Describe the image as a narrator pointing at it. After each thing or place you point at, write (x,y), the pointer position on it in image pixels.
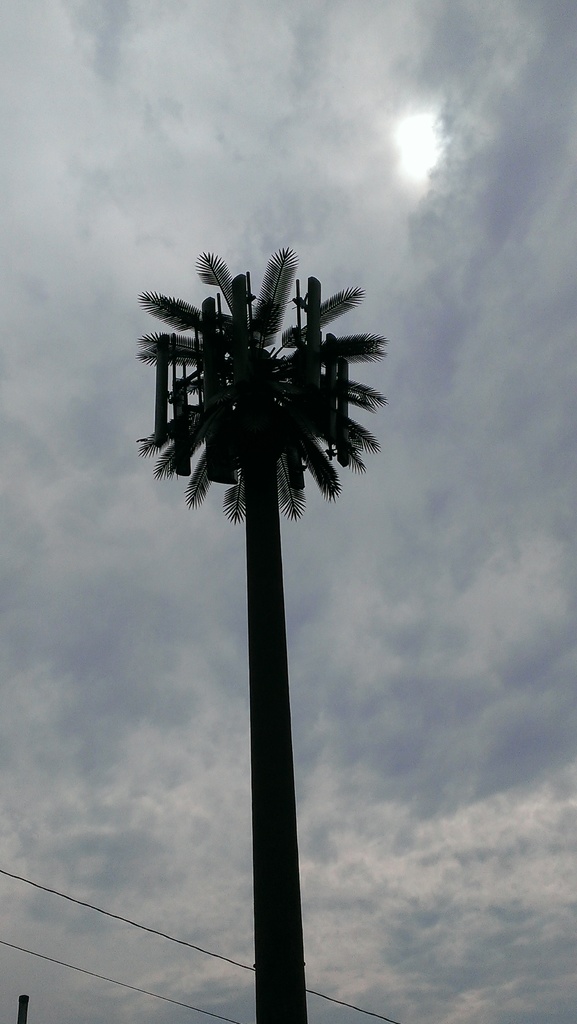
In the foreground of this image (245,507), there is a cell tower (267,859). On the bottom (11,875), there are cables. On the top (358,116), there is the sky (373,101) and the cloud (258,101).
